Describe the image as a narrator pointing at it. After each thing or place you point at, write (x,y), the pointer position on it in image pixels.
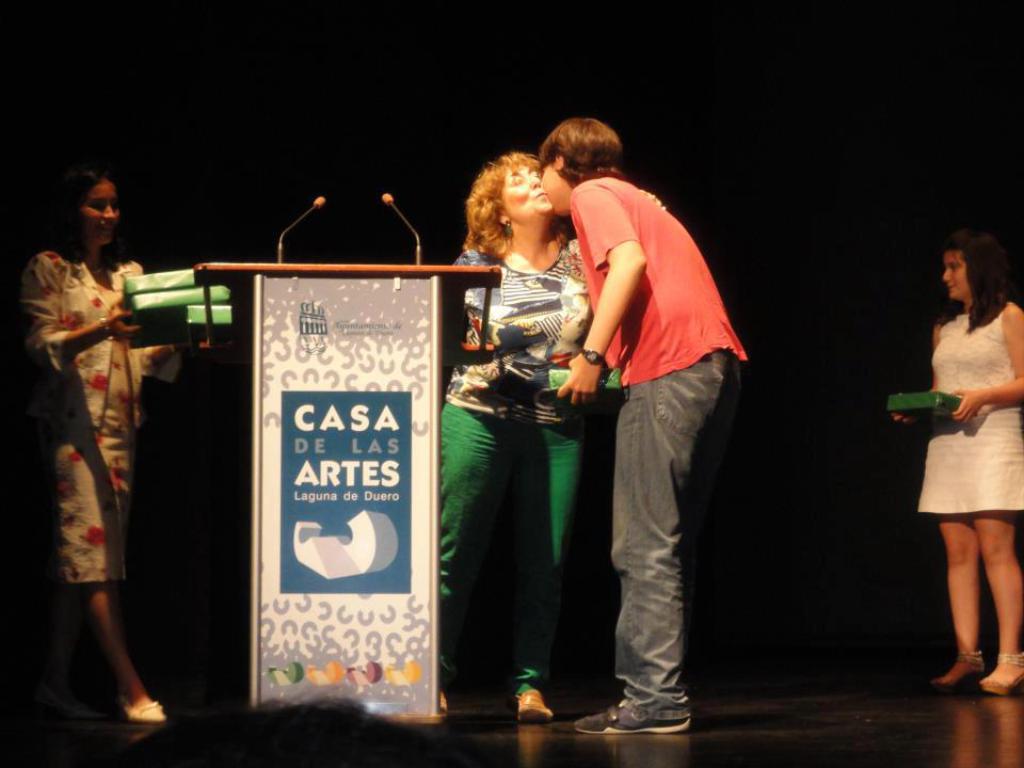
This picture describes about group of people (539,401), few people (510,406) holding boxes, in front of them we can see few microphones (401,215) and a podium (364,482), and we can see dark background (898,217).
